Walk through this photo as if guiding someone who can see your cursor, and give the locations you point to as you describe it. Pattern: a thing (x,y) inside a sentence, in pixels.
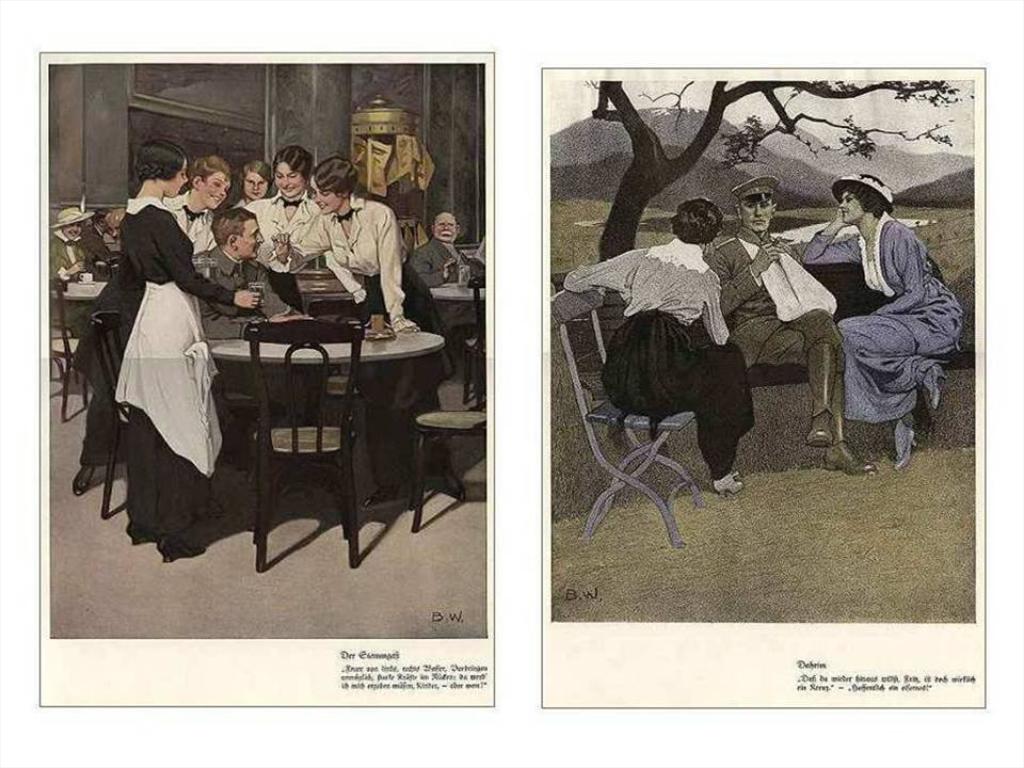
There are two images beside each one, on the left side (245,216) image there is a man (221,333) sitting in the front of dining table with girls (150,357) surrounding around him, on the right side (835,417) there is an officer (839,405) sitting on bench (848,283) under a tree (722,107) with two girls (691,382) beside him.
